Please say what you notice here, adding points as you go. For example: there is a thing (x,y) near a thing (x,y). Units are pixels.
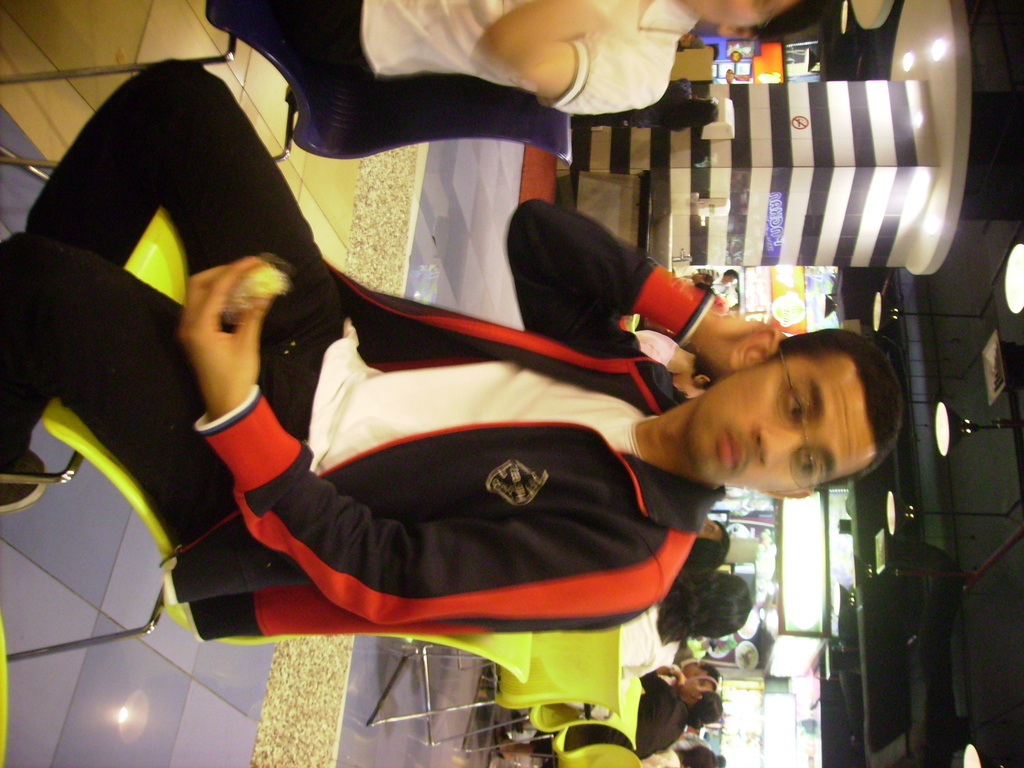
In this image we can see two people (559,491) sitting on the chairs (556,138). In that one person (456,547) is holding some food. On the backside (715,535) we can see a group of people (696,690) sitting on the chairs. We can also see a pillar (717,254) and a roof (982,481) with some ceiling lights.
